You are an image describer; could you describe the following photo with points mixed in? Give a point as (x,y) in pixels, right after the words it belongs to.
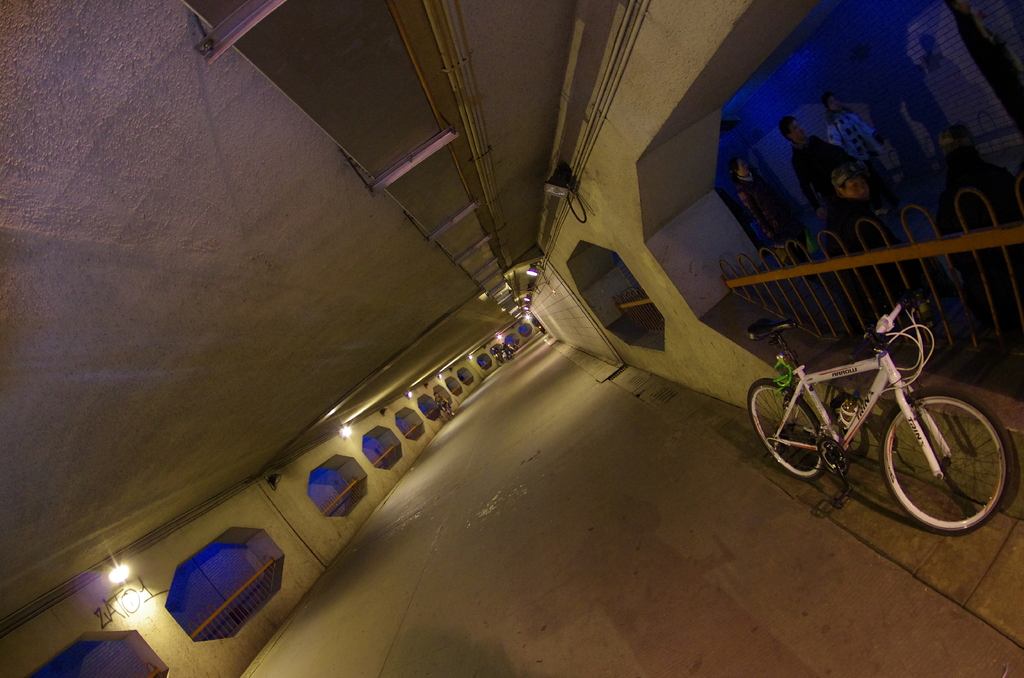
In this picture we can see a bicycle (836,451) and a few people (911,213). We can see some fencing (969,296) on both sides of the image. There are a few lights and other objects (564,175) are visible on top (577,194).
